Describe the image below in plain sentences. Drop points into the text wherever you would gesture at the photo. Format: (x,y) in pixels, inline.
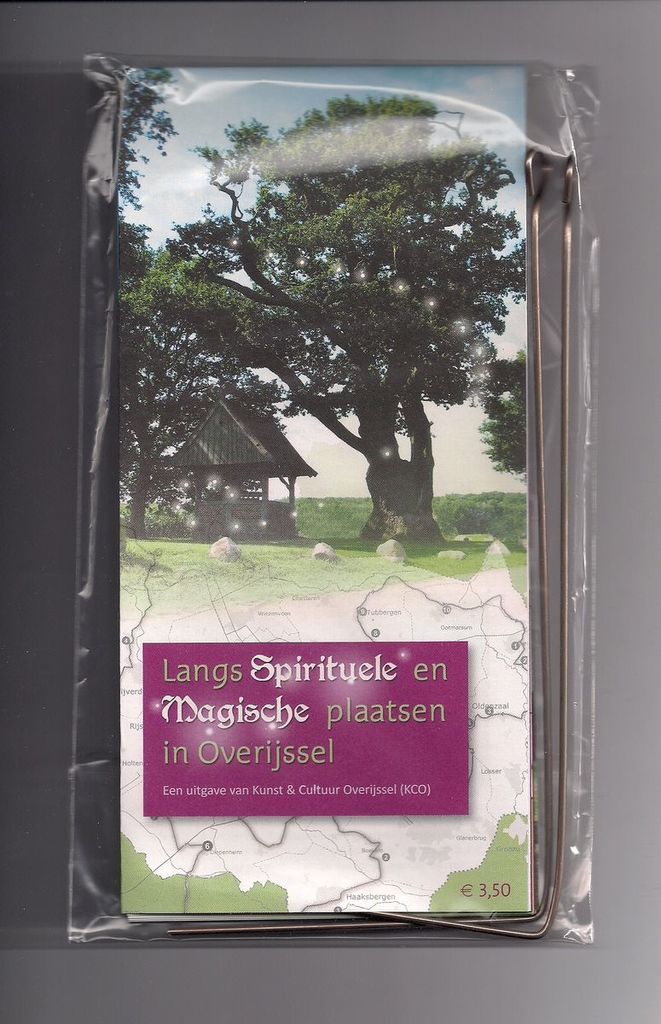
On a gray surface (623,177) we can see a board (249,424) in a transparent cover (576,569) and a steel stand (569,288). We can see trees (460,288), grass (201,551), stones (457,556) and a shelter (207,485), geographical route map (401,600) and some information (406,752).
